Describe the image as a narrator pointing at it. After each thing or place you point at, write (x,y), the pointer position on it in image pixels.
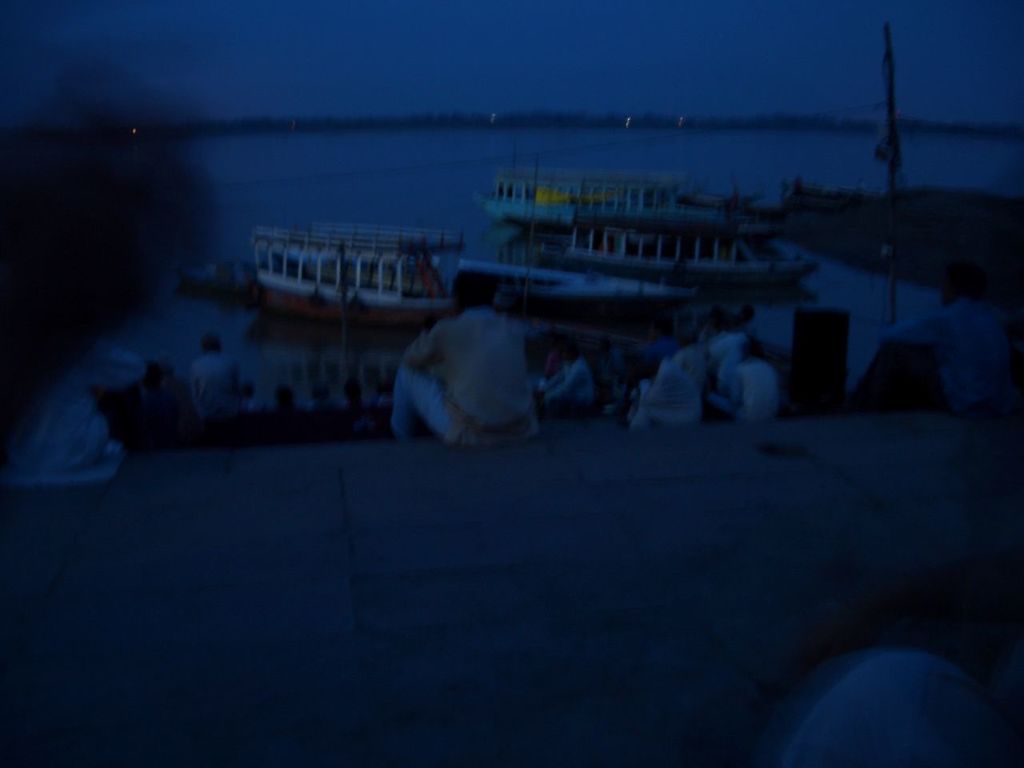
In this image we can see a few boats (394,277) on the water (463,226). In front of the boats (415,312) we can see group of people (456,341). At the top (550,36) we can see the sky (414,57). On the right side (894,256), we can see a pole (891,238).
